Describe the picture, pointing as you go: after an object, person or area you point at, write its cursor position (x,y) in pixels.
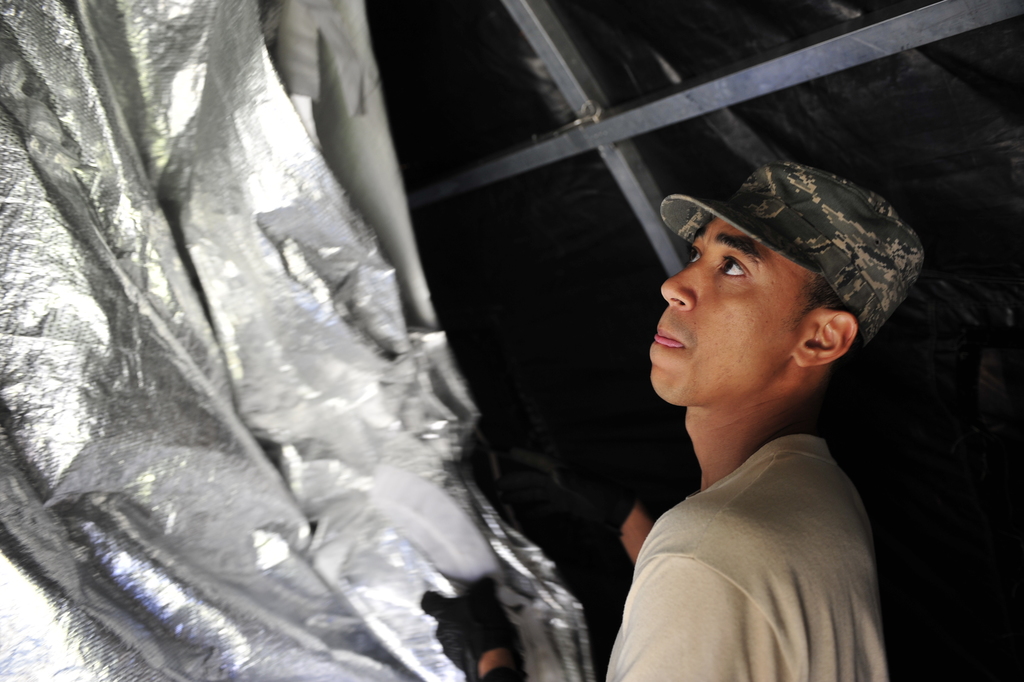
In this image we can see a person (843,225). There are few metallic rods (743,86) in the image. There is an object (198,402) at the left side of the image (221,410). A person (811,235) is wearing a cap (804,206) in the image.
